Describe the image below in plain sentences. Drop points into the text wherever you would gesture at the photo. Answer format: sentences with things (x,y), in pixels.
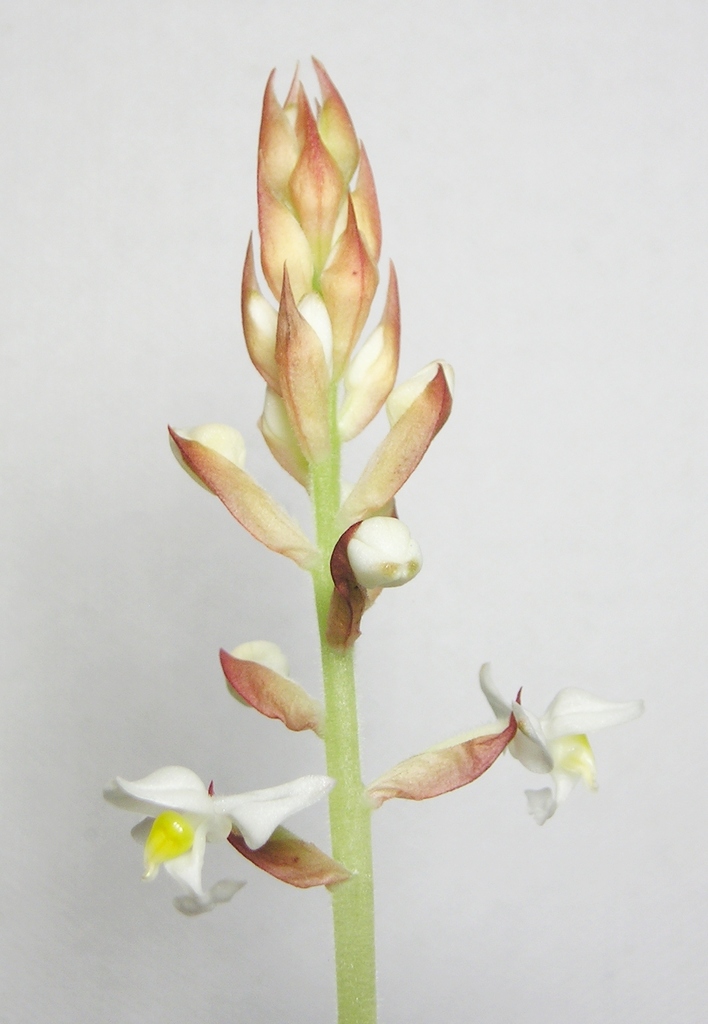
In the image we can see a flower (372,246). Behind the flower (320,169) there is wall (28,267).
